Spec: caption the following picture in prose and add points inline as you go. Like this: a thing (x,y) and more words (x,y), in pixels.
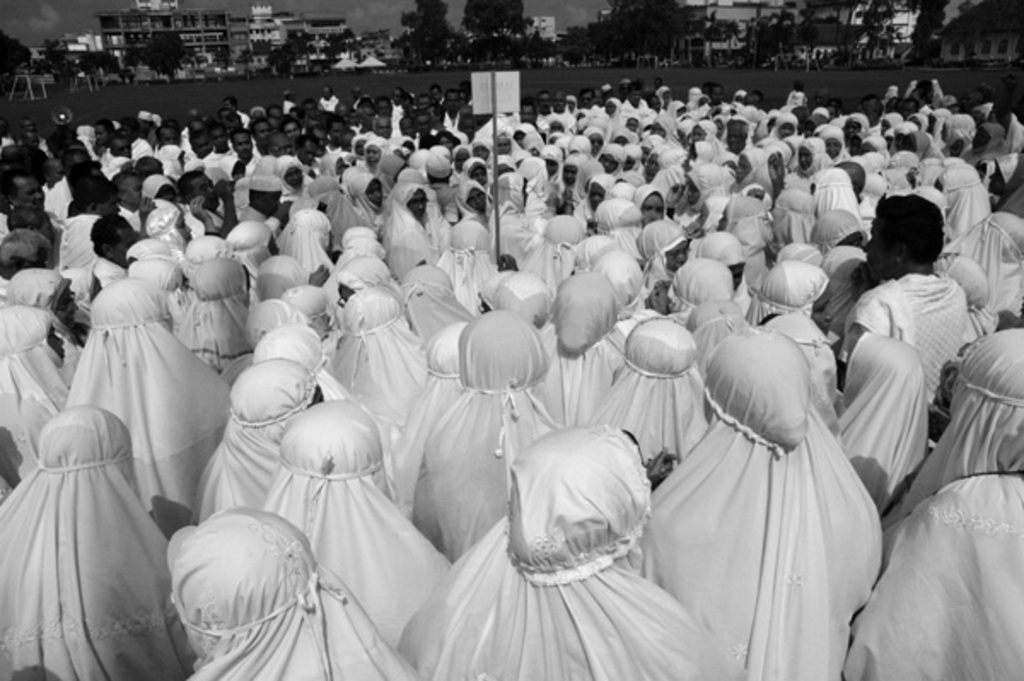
This is a black and white image. In this image we can see a group of people (606,338) standing. In that a person (505,295) is holding a board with a stick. On the backside (828,36) we can see a group of buildings (390,48), some tents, trees (289,62) and the sky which looks cloudy.
